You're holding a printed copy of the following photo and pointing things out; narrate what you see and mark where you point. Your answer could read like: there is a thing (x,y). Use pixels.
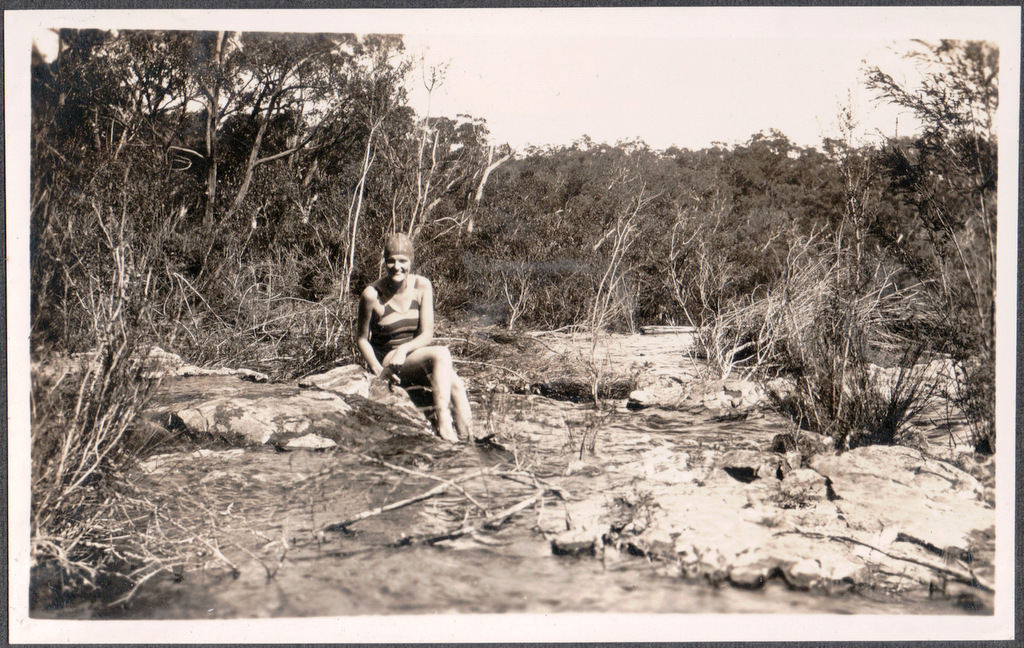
This is a black and white image. In this image we can see a woman (384,345) sitting on the rocks (332,399), running water (667,440), trees (559,223) and sky (522,134).
